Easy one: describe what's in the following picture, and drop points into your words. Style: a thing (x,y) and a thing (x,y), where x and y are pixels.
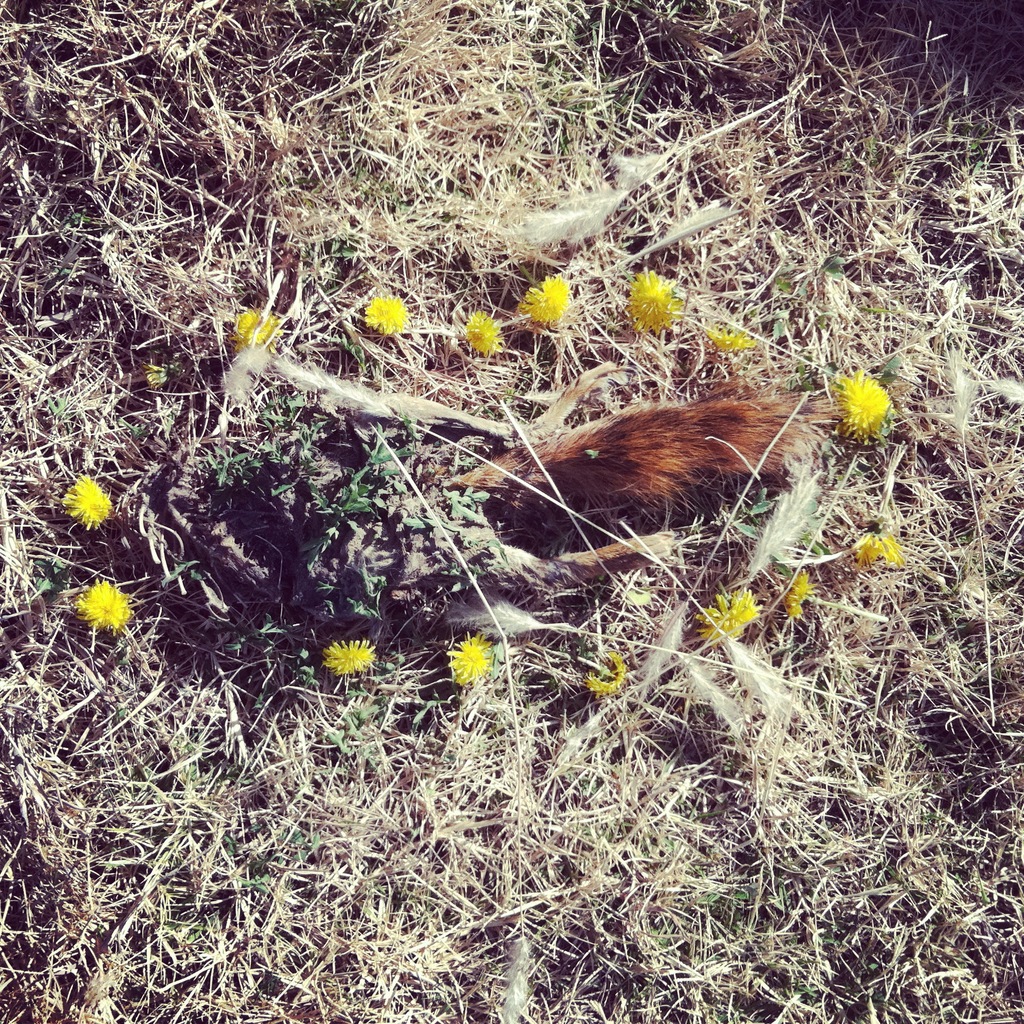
In the foreground of this image (512,234), it seems like an animal (537,496) on the land (592,794) and we can also see few flowers (149,379) and the dried grass (488,230) around it.
